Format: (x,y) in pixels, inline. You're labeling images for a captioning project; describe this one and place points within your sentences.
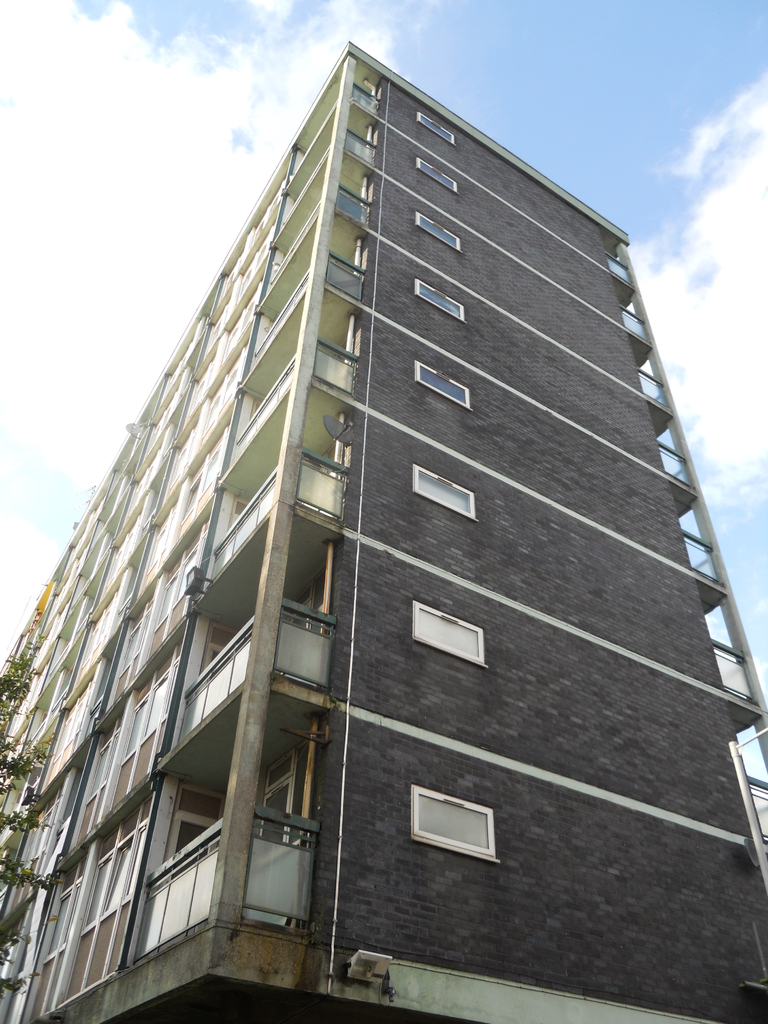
In this picture I can see there is a building (393,724), it has few windows (35,845) and balconies (327,364). There is a tree (10,747) at the left side (23,693) and the sky (517,77) is cloudy.
